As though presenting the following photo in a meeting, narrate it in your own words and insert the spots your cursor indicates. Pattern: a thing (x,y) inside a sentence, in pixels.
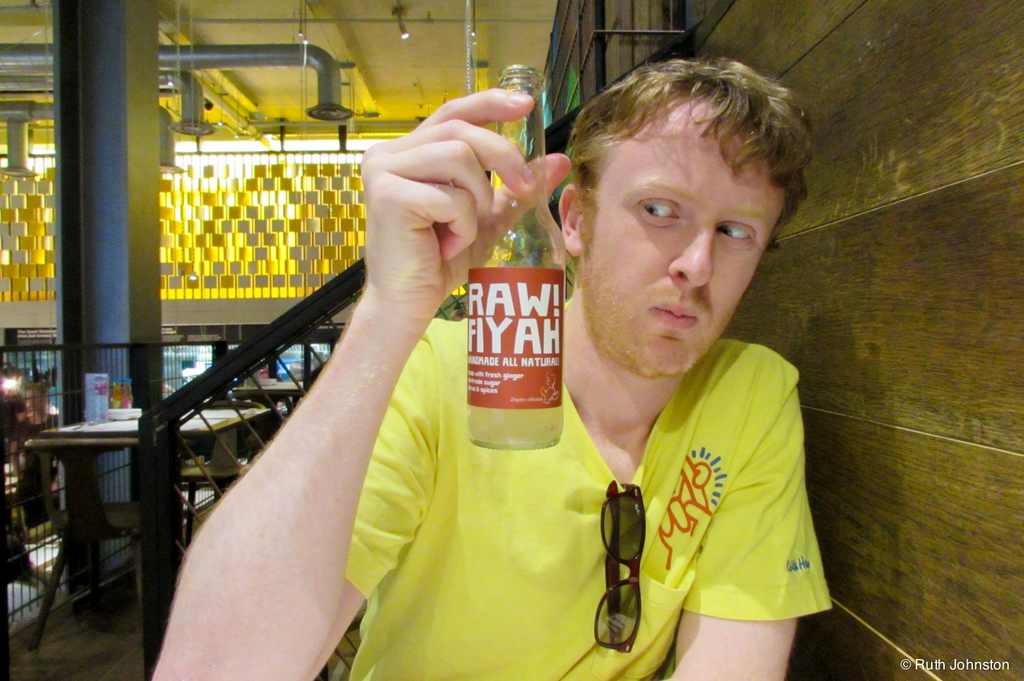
In this image, there are a few people (704,242). Among them, we can see a person (568,321) holding a bottle (533,336). We can also see the wooden wall (892,260) on the right (852,240). We can see the railing (166,417) and the table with some objects (113,390). We can see the fence (139,390) and the ground (116,645). We can see some poles (155,582). We can see the roof (269,108) and some lights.
